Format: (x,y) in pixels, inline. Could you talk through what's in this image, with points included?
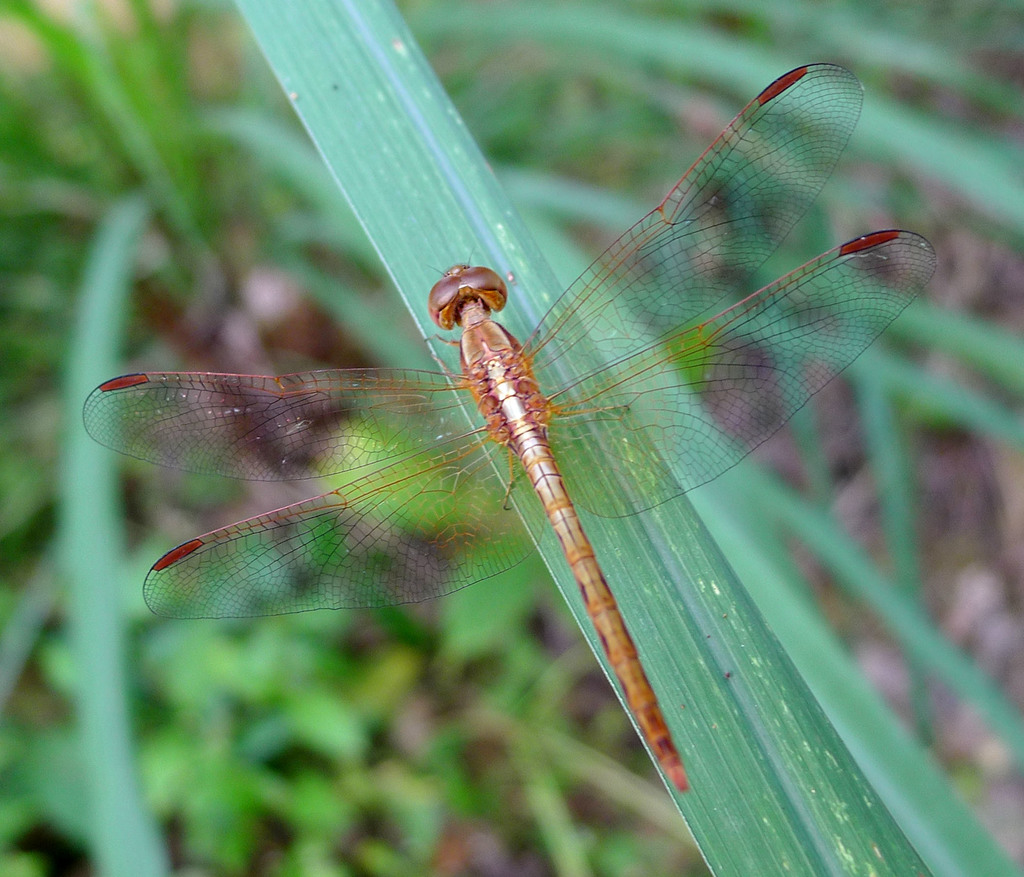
Here we can see an insect (523,451) on a leaf (421,303). In the background (75,327) there are plants (482,702) on the ground (935,237).
